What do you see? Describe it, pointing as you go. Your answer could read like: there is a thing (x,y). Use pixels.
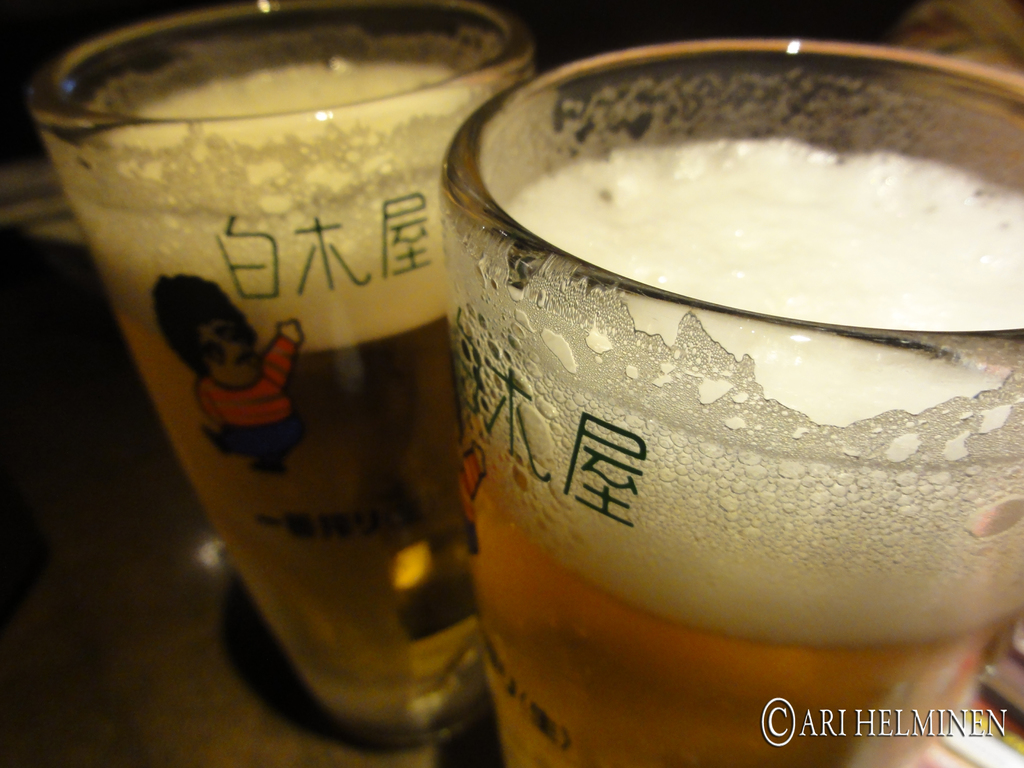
This image consists of two glasses (505,574). In which there is a beer (508,562) along with the foam (772,608). The glasses (371,593) are kept on a table (186,728).
